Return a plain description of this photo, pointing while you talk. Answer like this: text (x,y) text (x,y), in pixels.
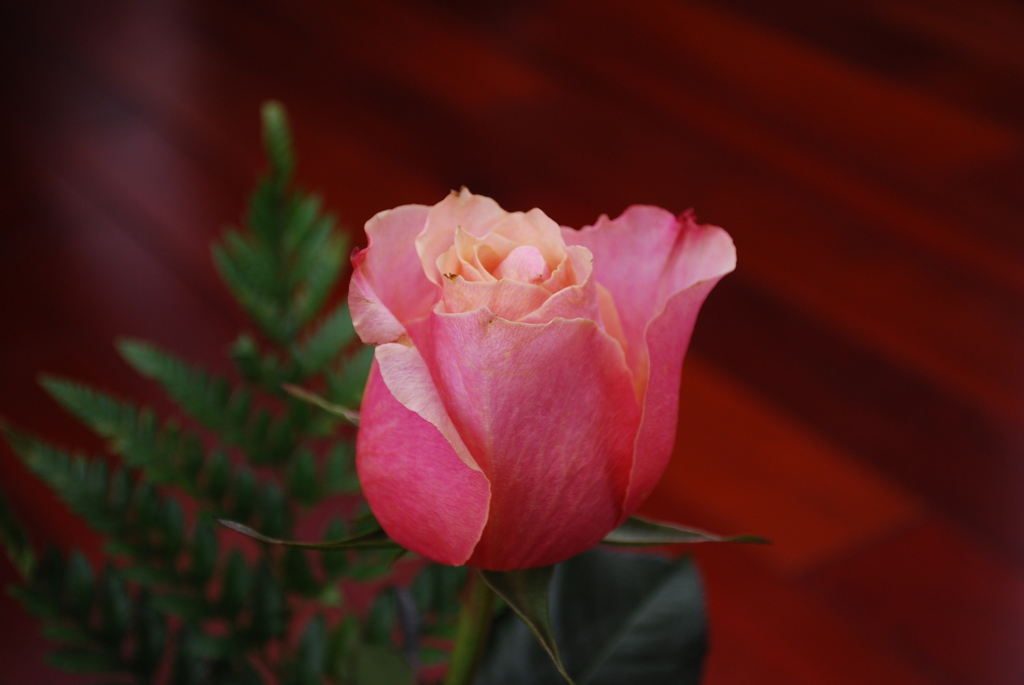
In this picture we can see a pink color flower (502,400) and some leaves (254,348) here.
